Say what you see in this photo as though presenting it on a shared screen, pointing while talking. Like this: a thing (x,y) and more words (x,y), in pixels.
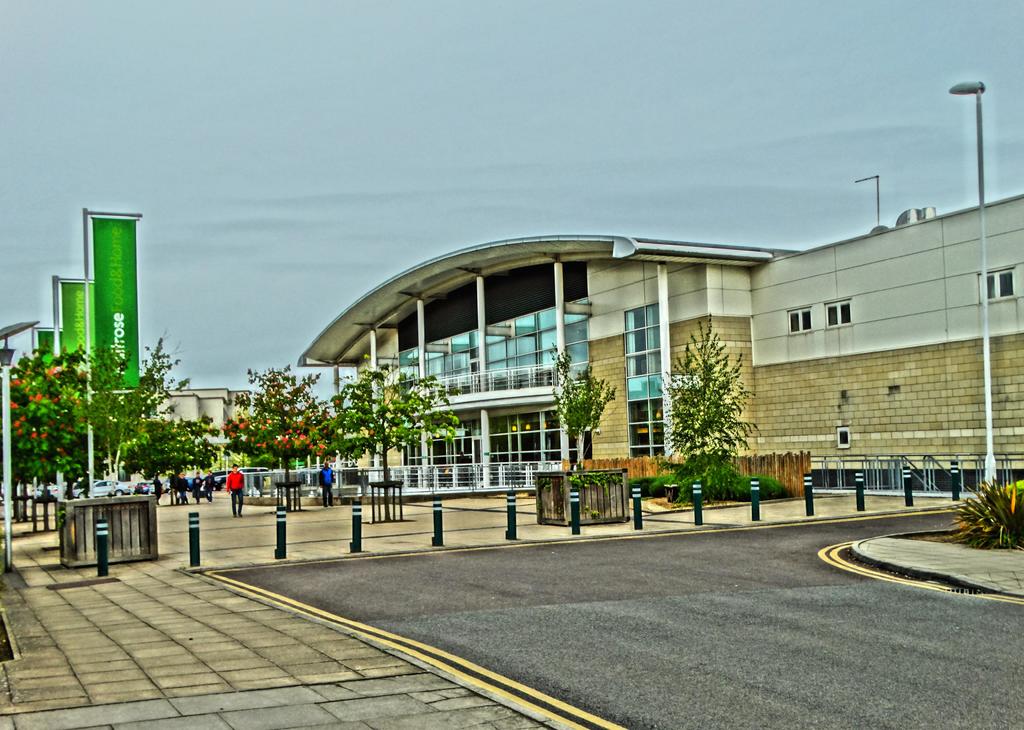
In this picture I can see group of people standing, there are vehicles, poles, lights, boards (122,237), plants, trees (24,393), there is a building (766,406), and in the background (526,89) there is sky (373,68).
